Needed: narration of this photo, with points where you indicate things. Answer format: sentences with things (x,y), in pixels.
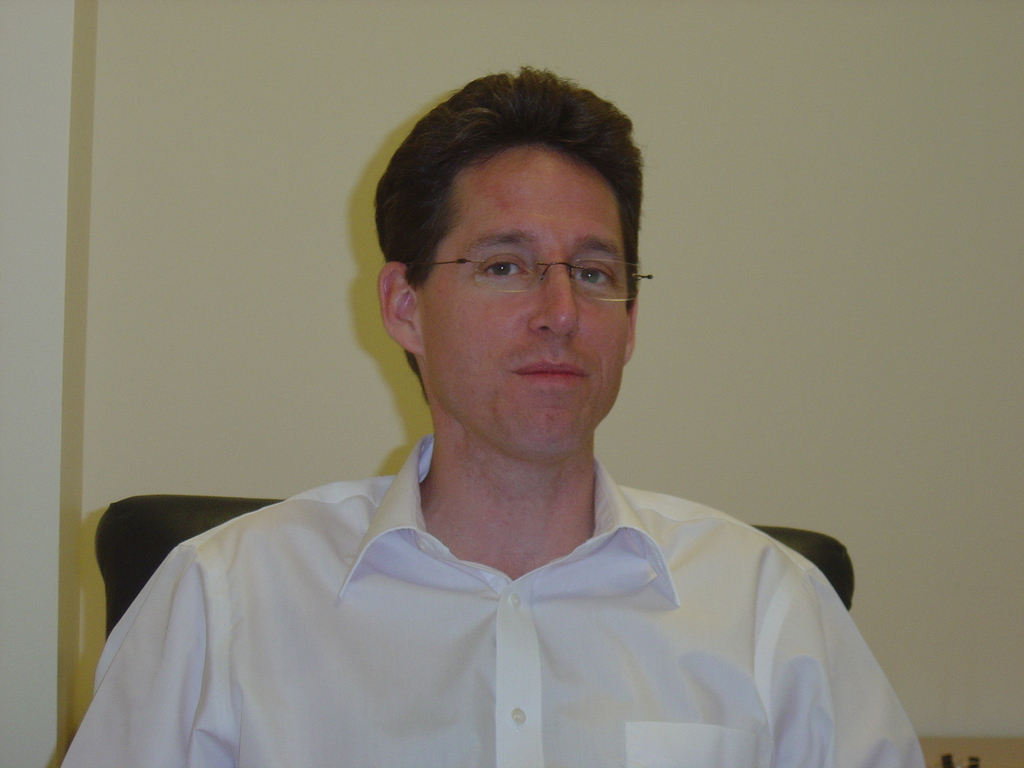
In this picture I can see a man (514,557) sitting in the chair (126,563) and I can see a wall (641,355) in the background (274,96).
